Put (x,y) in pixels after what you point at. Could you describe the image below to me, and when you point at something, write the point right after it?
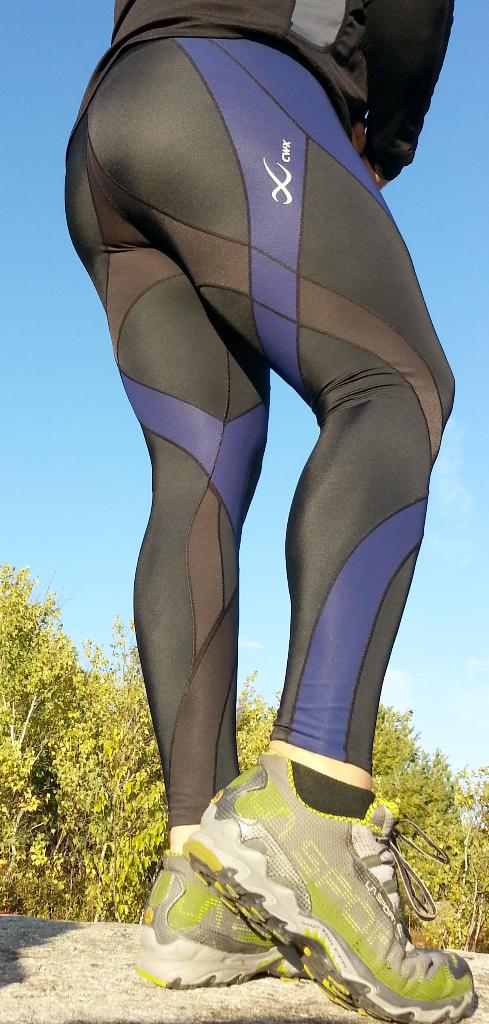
In this image in the front (236,579) there is a person (239,515) standing. In the background (114,722) there are trees (468,804).
